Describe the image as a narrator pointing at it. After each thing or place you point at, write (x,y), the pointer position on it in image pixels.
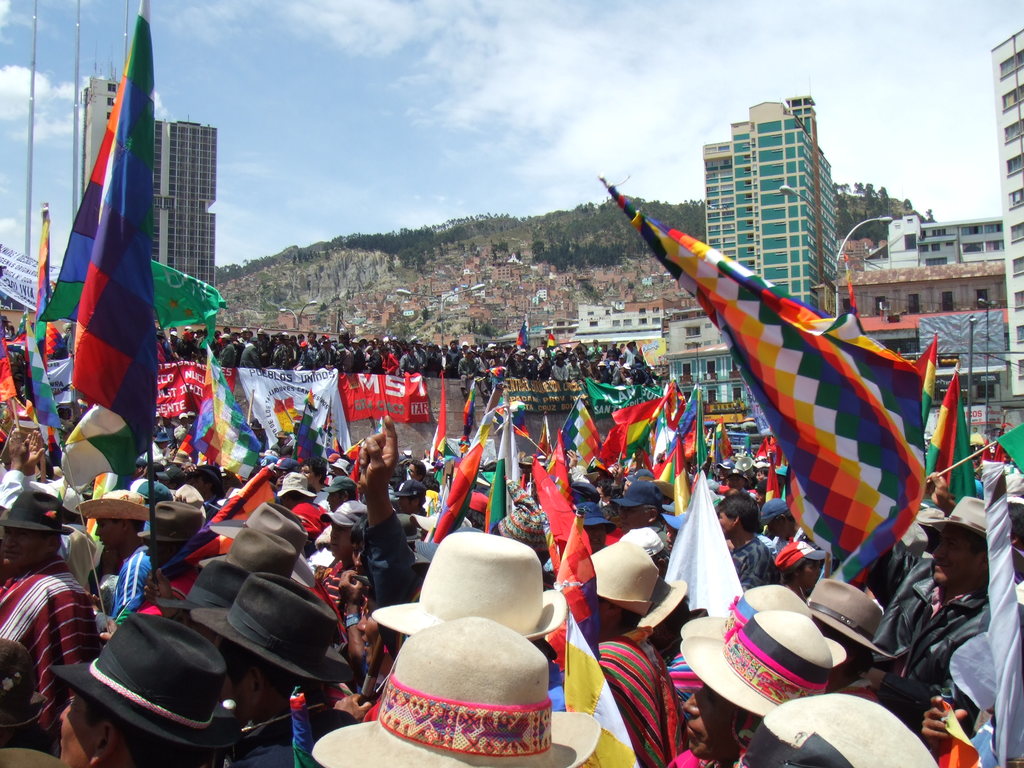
In this image I can see number of persons (381,571) are standing wearing caps (301,602) and holding flags (86,415). In the background (389,413) I can see few banners (362,397), few persons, a mountain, few buildings (525,314), few poles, few trees (611,242) on the mountain (572,239) and the sky (429,108).
